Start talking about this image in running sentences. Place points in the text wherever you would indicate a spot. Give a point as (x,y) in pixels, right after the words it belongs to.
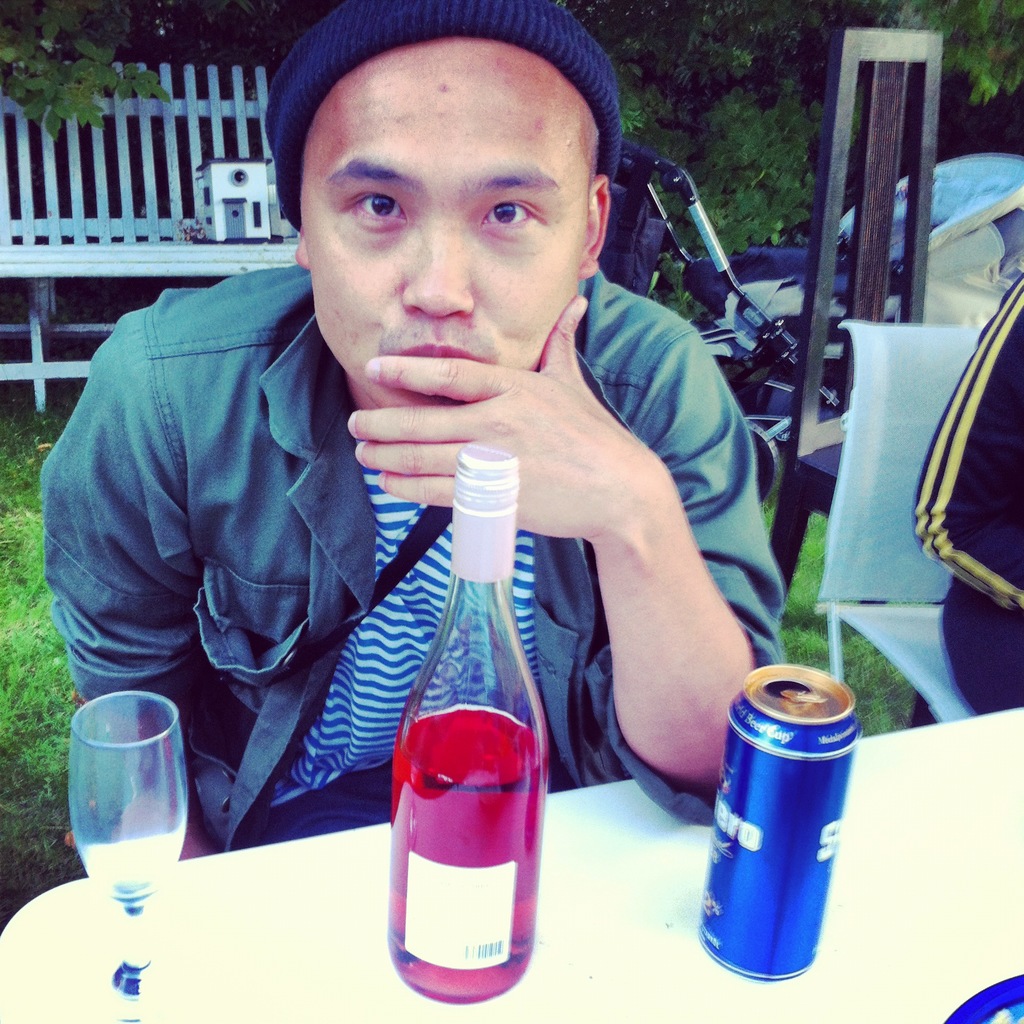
In this image I can see the person (567,510) is sitting in front of the table (971,841). On the table (575,867) there is a glass (107,857), bottle (502,792) and the tin (775,768). In the background (162,247) there is a bench (224,263) and some objects (810,285). There are also some trees (730,100).
